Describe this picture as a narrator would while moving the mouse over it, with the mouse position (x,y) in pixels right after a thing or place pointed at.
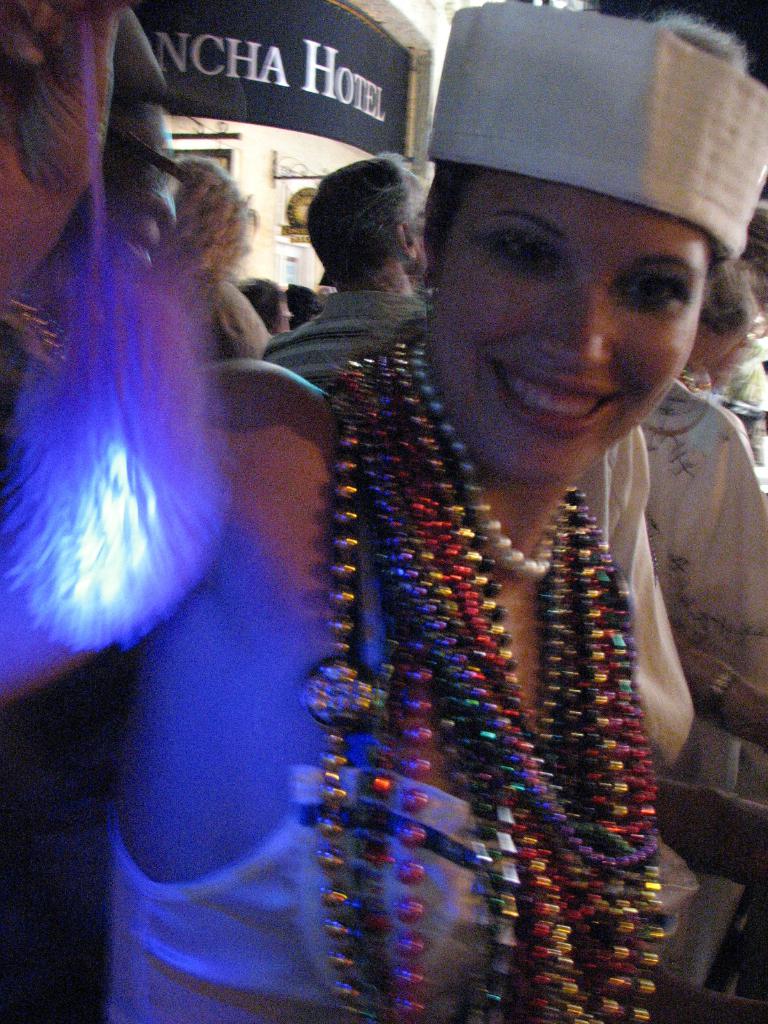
This image consists of some persons (253,553). In the front (288,537) there is a woman (311,634), who is wearing so many chains (347,722). There is a board (246,122) at the top (331,114). There is light (187,364) on the left side (158,368).
